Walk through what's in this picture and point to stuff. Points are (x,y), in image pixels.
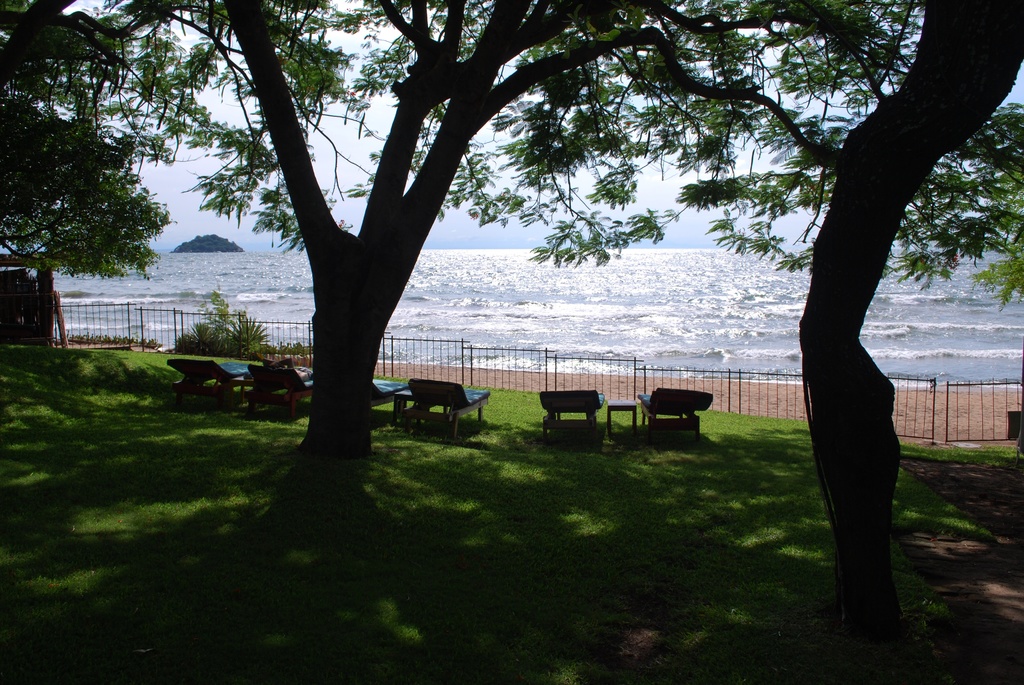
In this image I can see trees (316,247). There are chairs (655,425), tables (618,409), iron grilles (137,318) or barriers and there is grass (75,375). Also there is water (437,269), a hill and in the background (584,182) there is sky (371,163).
